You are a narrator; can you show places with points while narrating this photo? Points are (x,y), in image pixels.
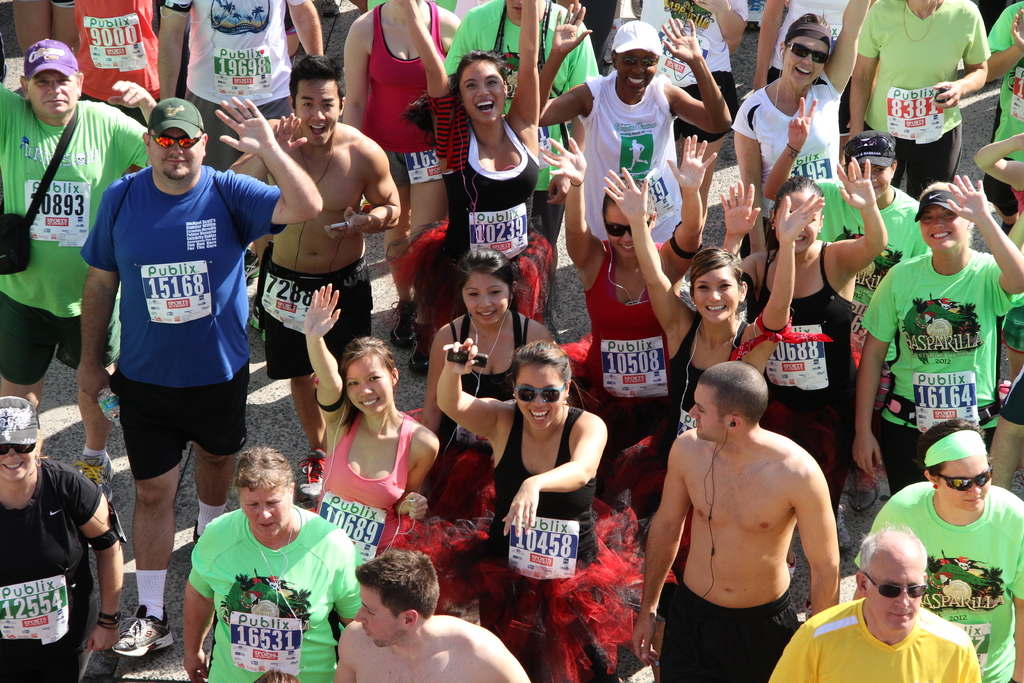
In this image we can see group of persons (245,334) on the road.
